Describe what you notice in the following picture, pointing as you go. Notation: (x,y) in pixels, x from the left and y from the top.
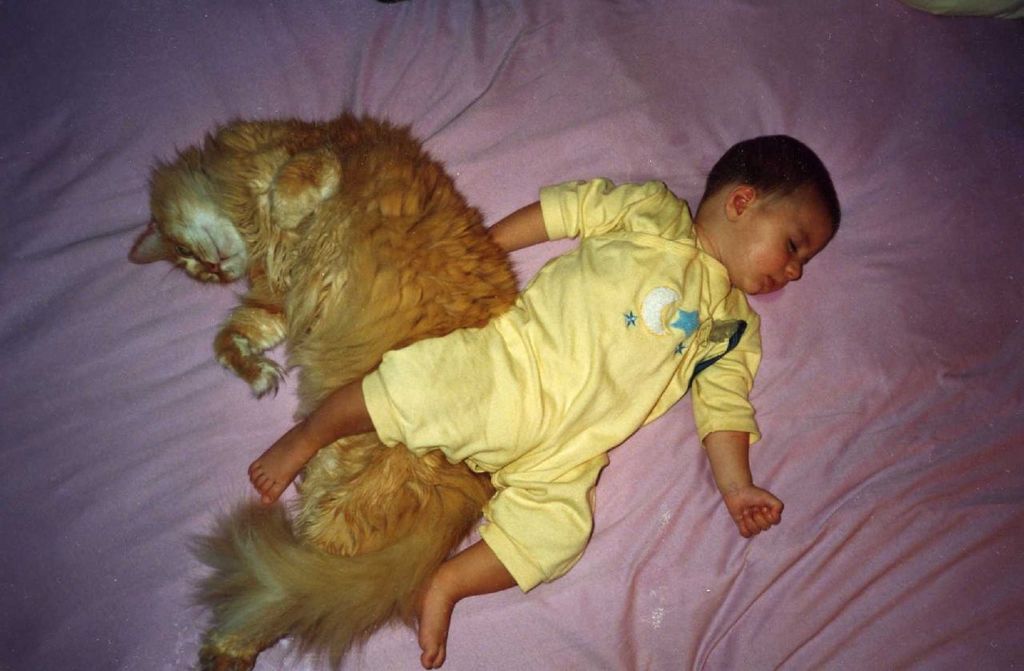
Here in this picture we can see a cat (371,279) and a baby (587,289) sleeping. Under the cat (247,232) babies right hand (522,226) is there, and right leg (426,388) is on the cat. Baby (464,397) is wearing a yellow color dress (610,359) with moon (654,307) and stars (680,320) on it. They both are sleeping on the pink bed sheet (515,105).
